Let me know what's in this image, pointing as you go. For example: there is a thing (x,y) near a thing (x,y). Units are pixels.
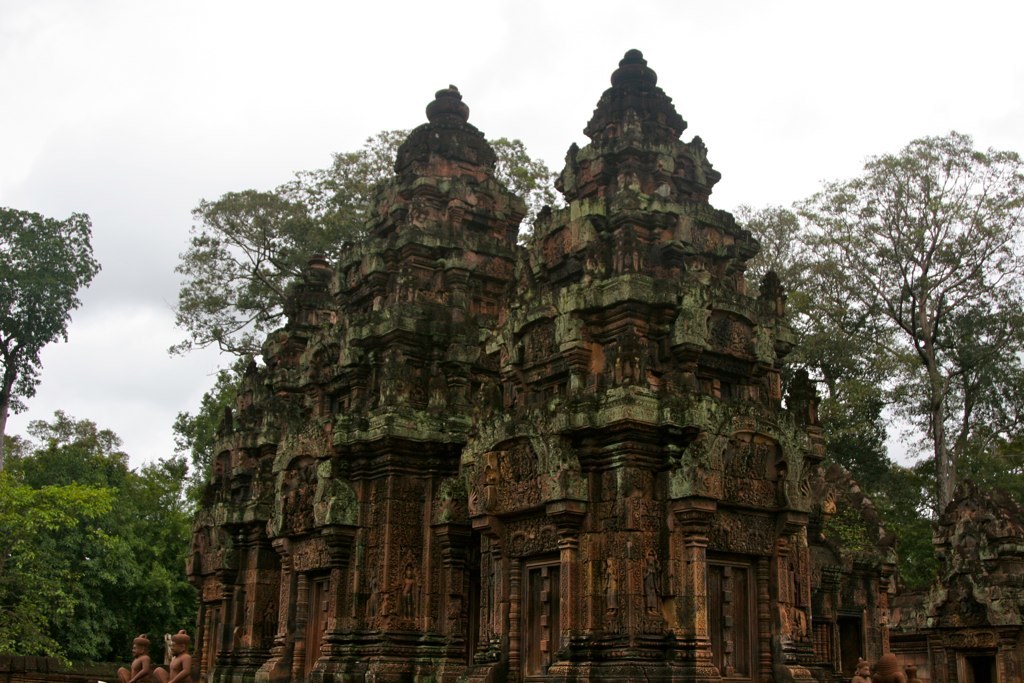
In this image there is an ancient temple (281,454), in the background (18,581) there are trees (871,370) and the sky (143,398).
